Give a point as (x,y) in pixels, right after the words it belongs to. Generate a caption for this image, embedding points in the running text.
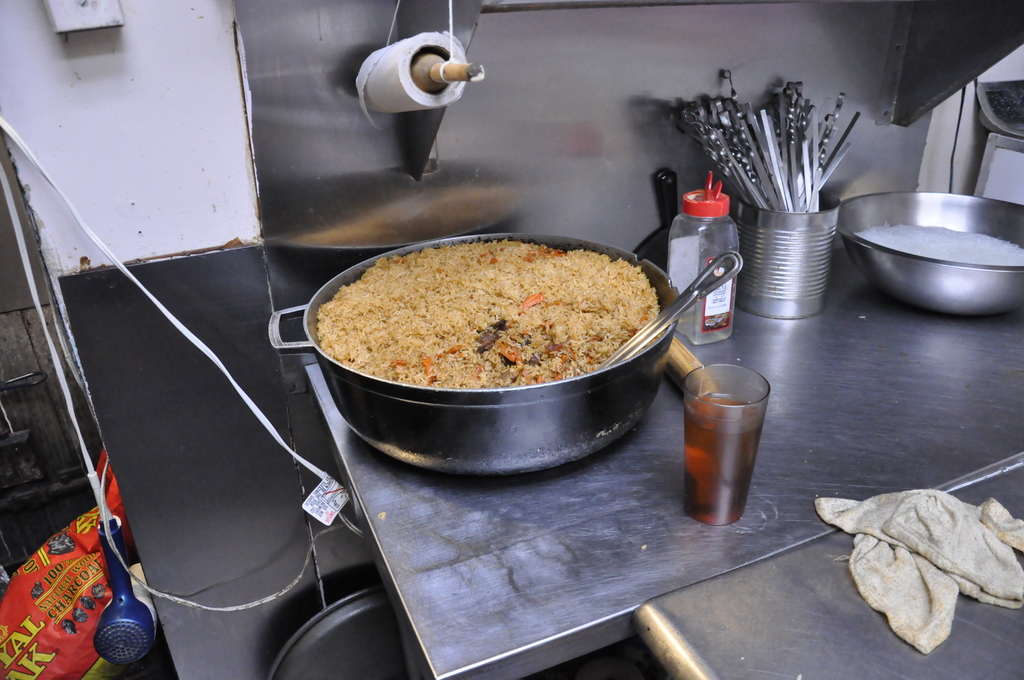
In this image on the kitchen counter (850,356) there is food (536,331) in the container (533,409), there is a spatula (624,349), In the glass (724,431) there is some drink (747,436), there is a bottle (698,247), in the stand (796,248) there are many skewers (803,167). Here there is another container (930,273). In the left (59,613) there is a bag (89,566), hair dryer (121,588). A plate (313,638) is there in the bottom (322,632).
